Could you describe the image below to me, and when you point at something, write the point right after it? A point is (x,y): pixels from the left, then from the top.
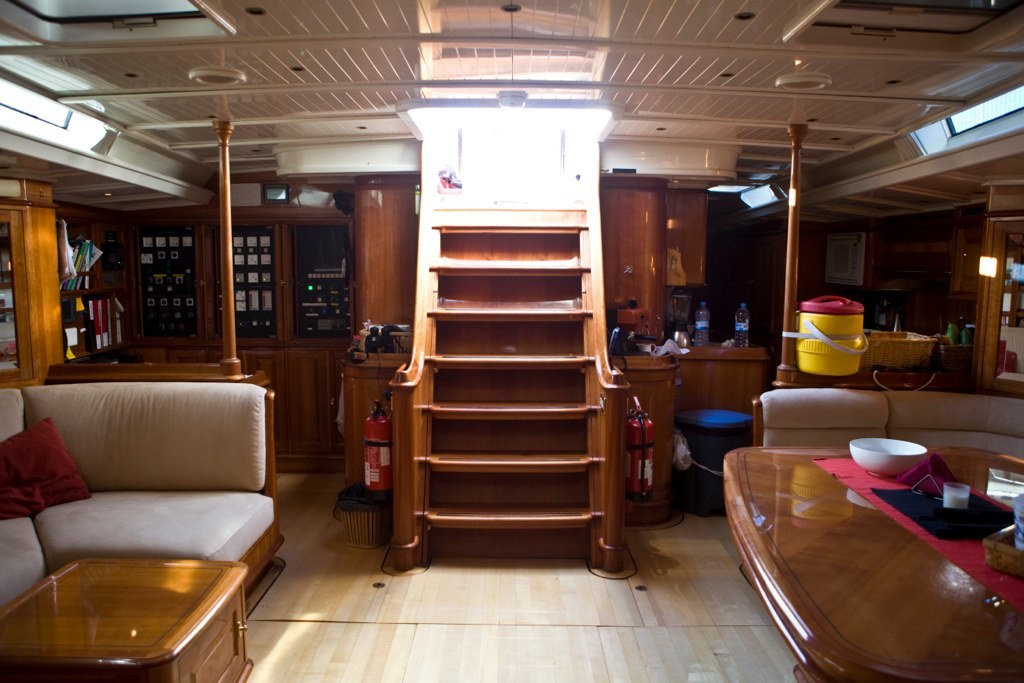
In this image, we can see sofa (88,532), pillow (31,513), a wooden table (194,630), floor (417,647), wooden dining table (798,580). On top of it, red color cloth (865,485), black color cloth (888,494), bowl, and a candle (961,507), container (1018,524), basket (995,541). Here we can see a box (834,351), basket (900,346) and water bottle (744,332) here, dustbin (726,422). Here we can see wooden stairs (474,456), wooden poles (223,303). In left side (109,307), we can found files (104,320) on the shelf (96,325). And white color roof (243,112). Here we can see light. And basket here also.
